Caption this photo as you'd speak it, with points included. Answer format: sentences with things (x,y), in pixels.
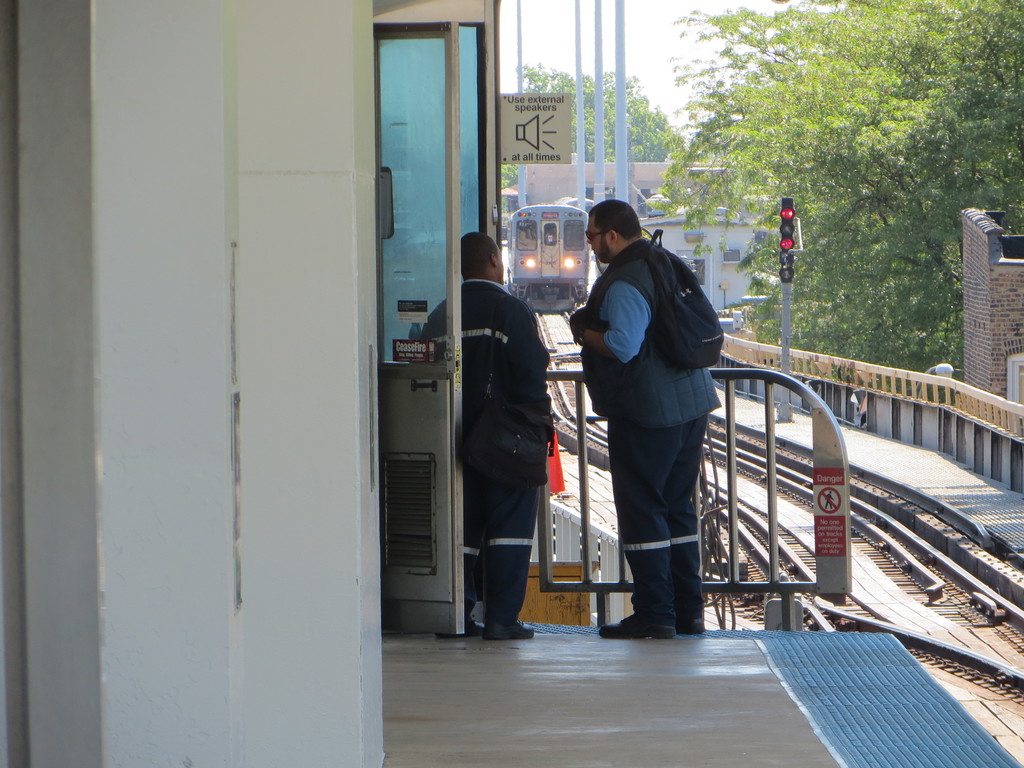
In this image there are two people (482,356) standing in front of the door (458,569). On the right side of the image (944,627) there is a train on the railway track (869,530). There is a signal board (783,254). In the background of the image (810,108) there are trees (754,134), buildings (715,244) and sky (685,30). On the left side of the image (229,630) there is a wall (330,366).
